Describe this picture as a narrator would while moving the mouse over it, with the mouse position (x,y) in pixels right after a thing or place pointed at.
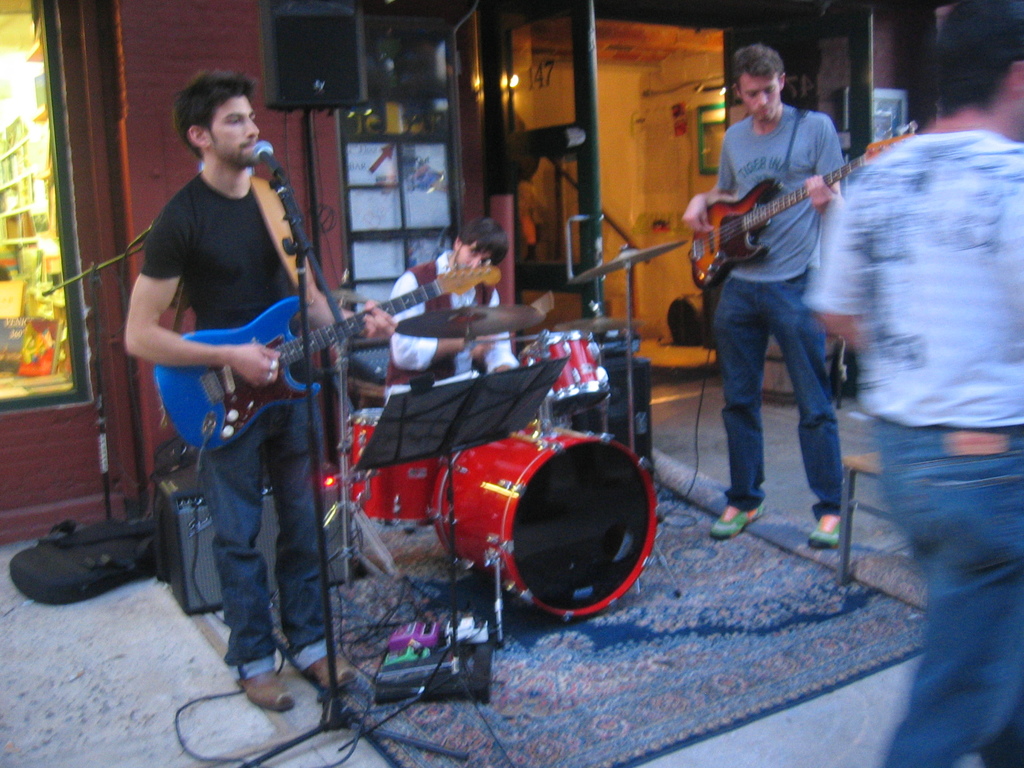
In this picture one of the guys (174,214) is playing a guitar (334,342) and singing through a mic (275,162) placed in front of him. A guy (731,518) in the background (745,524) is holding a guitar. We also observe a glass windows (32,267) and a sound black box (285,62).
